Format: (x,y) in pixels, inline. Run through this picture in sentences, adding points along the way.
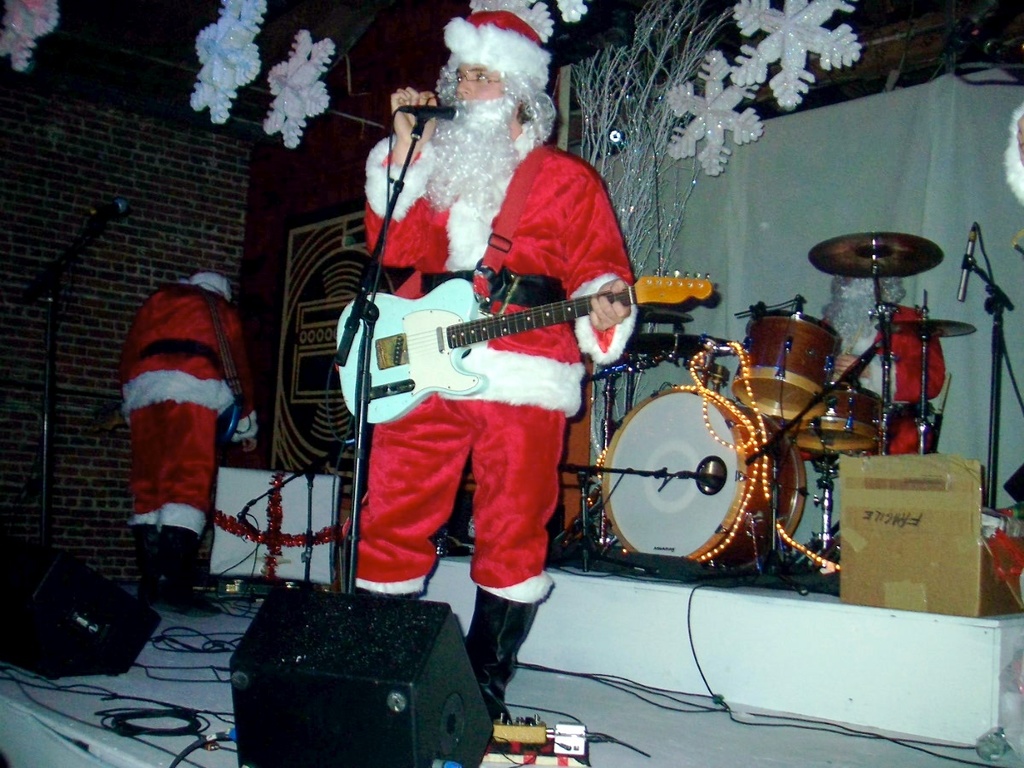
In this image, few peoples (137,516) are playing a musical instrument (635,523) and the middle person (474,218) is holding a microphone (421,116). The left side (174,482), person (174,469) is standing here. We can see so many items (267,528) on the stage (569,648). Backside we can see white curtain (678,178), some showpiece (613,179) and brick wall (182,226) at the left side (150,255).
